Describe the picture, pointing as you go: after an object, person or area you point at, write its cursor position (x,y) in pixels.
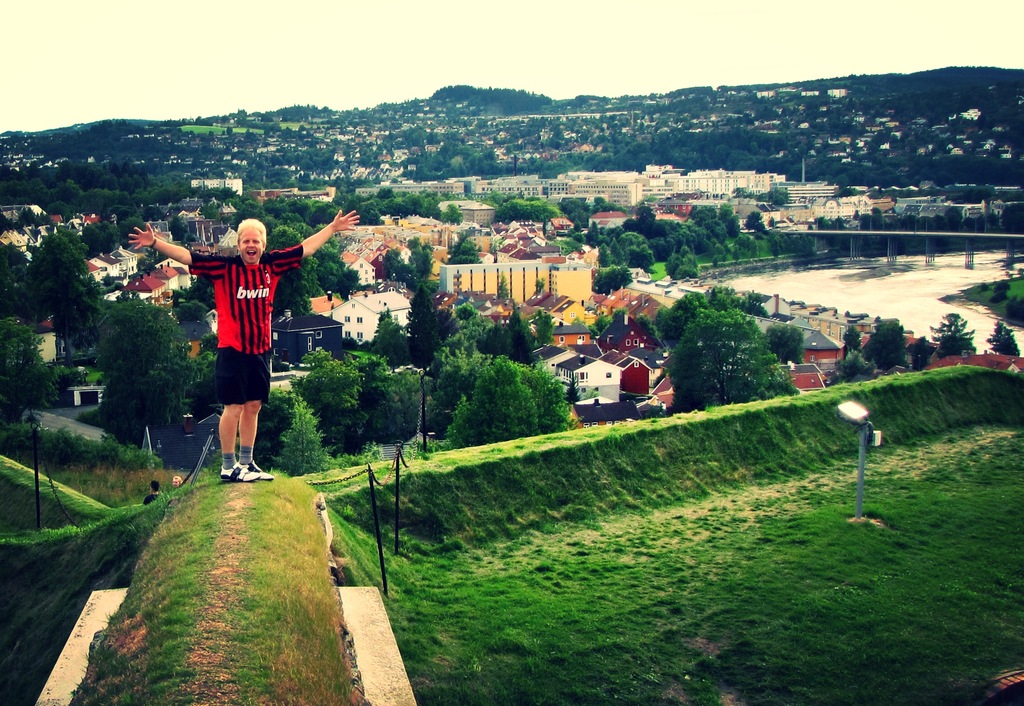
In this image I can see on the left side (223,457) a man (256,270) is standing and raising his hands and smiling. He wore red color t-shirt (260,339), black color short (256,369), on the right side (846,407) there is a pole lamp (859,458). In the middle (381,370) there are trees (489,358) and houses (563,326). At the top (435,70) it is the sky (429,79), there is a canal (898,274), on the right side of an image (865,299).
